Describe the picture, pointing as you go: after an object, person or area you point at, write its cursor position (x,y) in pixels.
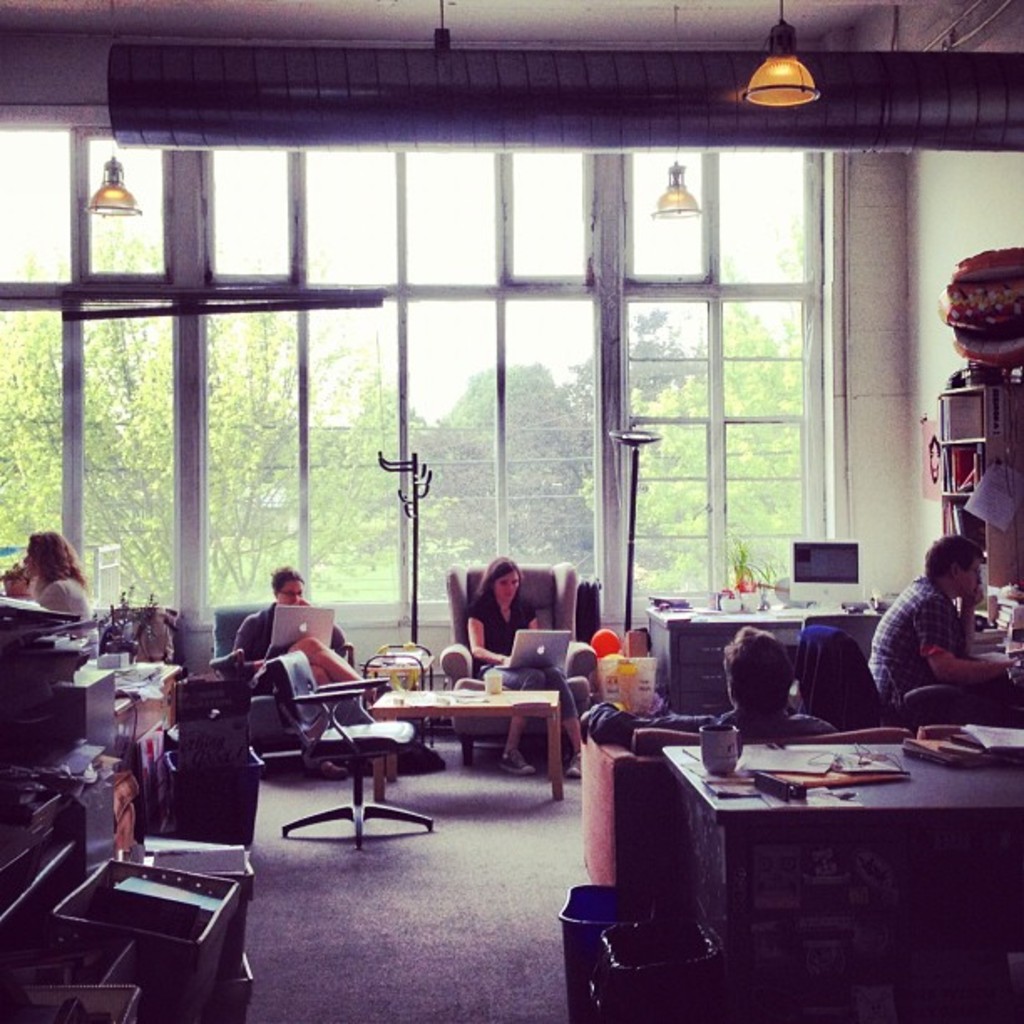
There are two persons (495,604) sitting in a sofa (556,607) and operating a mac book (313,615) and there are two persons (879,624) sitting in front of them and there is a woman (60,583) sitting beside them.
